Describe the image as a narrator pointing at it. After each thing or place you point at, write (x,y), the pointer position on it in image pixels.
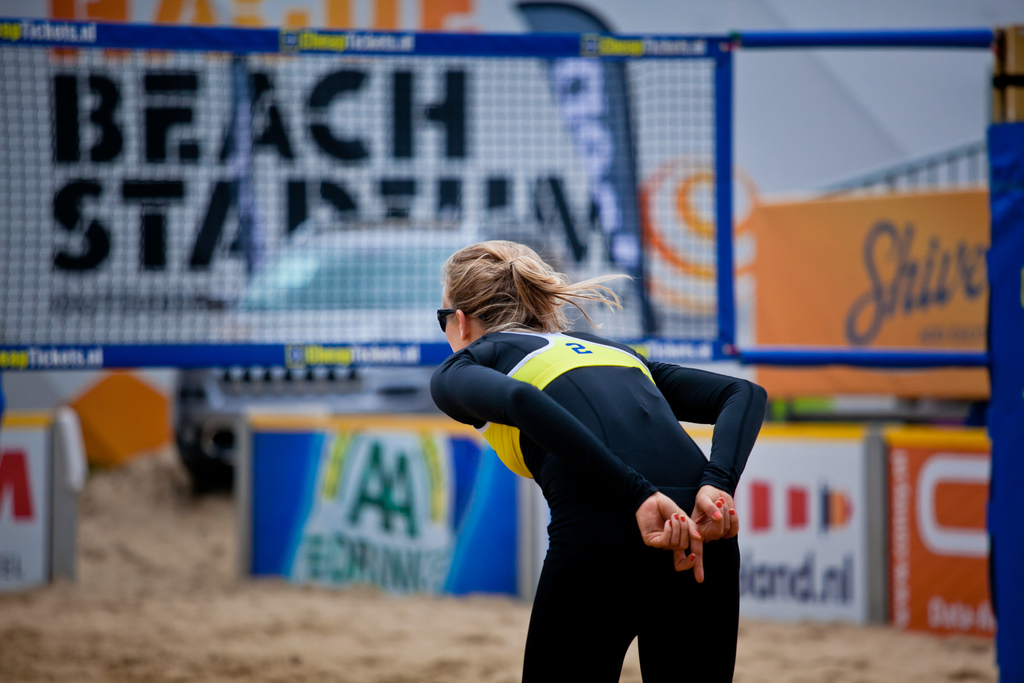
In this image we can see a lady (503,447) wearing goggles (440,318). In the back (259,204) there are banners (259,211). On the banners (69,51) there is text (352,355). Also there is an object (188,183) like a net (146,285).
